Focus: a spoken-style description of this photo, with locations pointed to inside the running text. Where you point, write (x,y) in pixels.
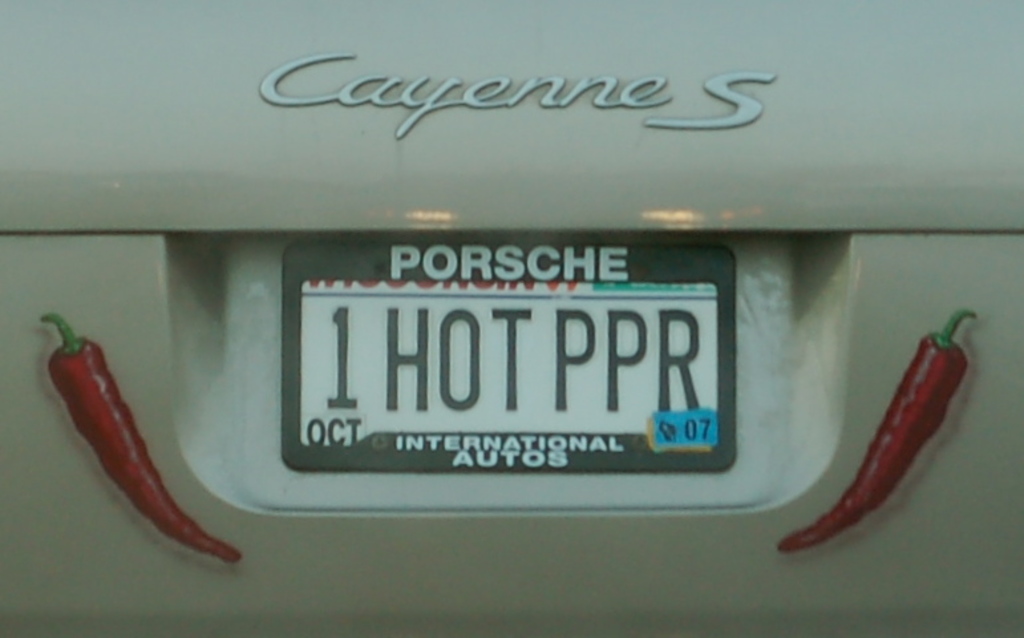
In the foreground of this image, there is a number plate (704,296) of a vehicle (373,486) and some text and stickers (149,467) on it.
